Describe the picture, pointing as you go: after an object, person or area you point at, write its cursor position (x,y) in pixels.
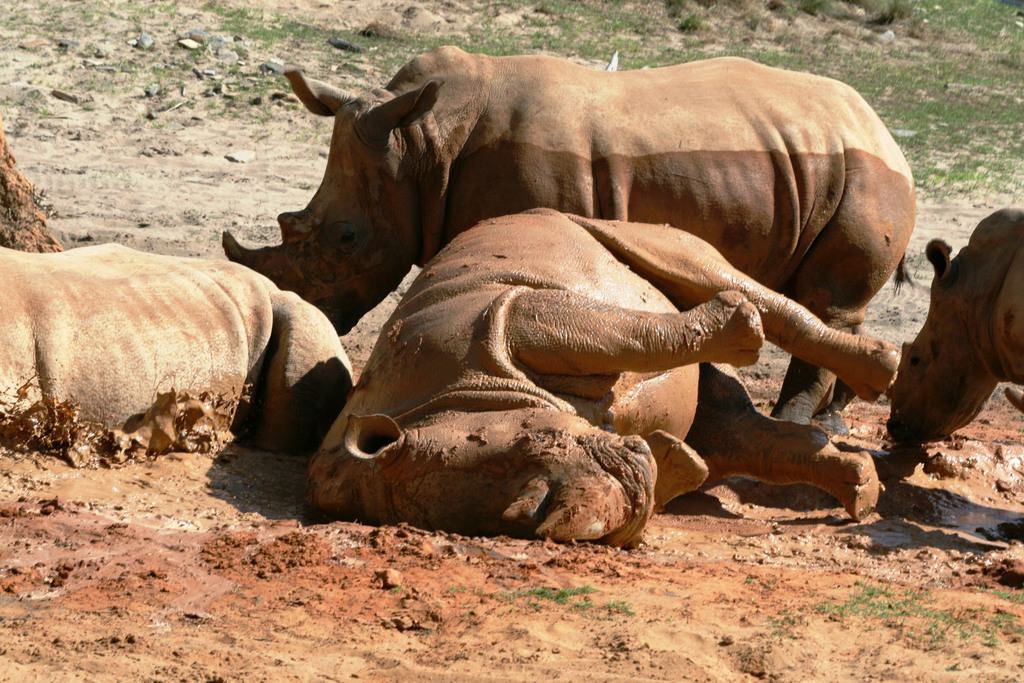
In this image I can see there are few animals (142,340) visible on the mud (114,515) in the middle (367,427).
